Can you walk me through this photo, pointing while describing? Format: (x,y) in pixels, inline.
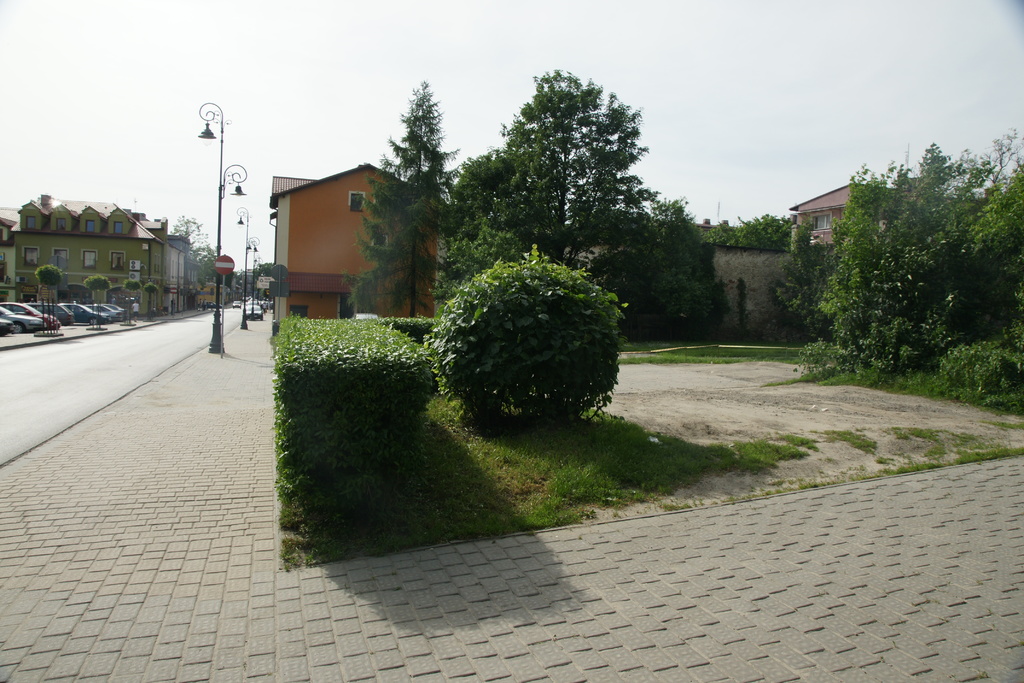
In the background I can see the grass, trees (381,300) and buildings (336,293). In the background (221,238) I can see vehicles (23,331), streetlights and the sky (242,146).
